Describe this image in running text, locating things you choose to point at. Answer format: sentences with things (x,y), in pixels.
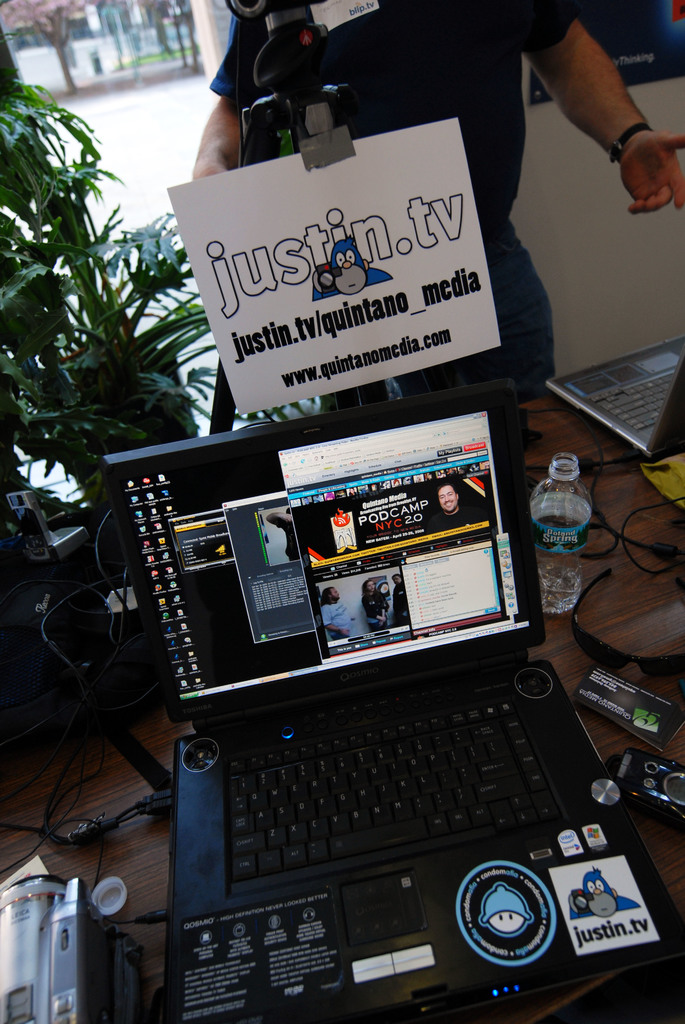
In this image I can see a person (649,204) standing. In front (438,628) I can see a laptop (470,560), a bottle (563,534) and few objects (129,966) on the table (564,614), I can also see a plant (14,277) in green color.
